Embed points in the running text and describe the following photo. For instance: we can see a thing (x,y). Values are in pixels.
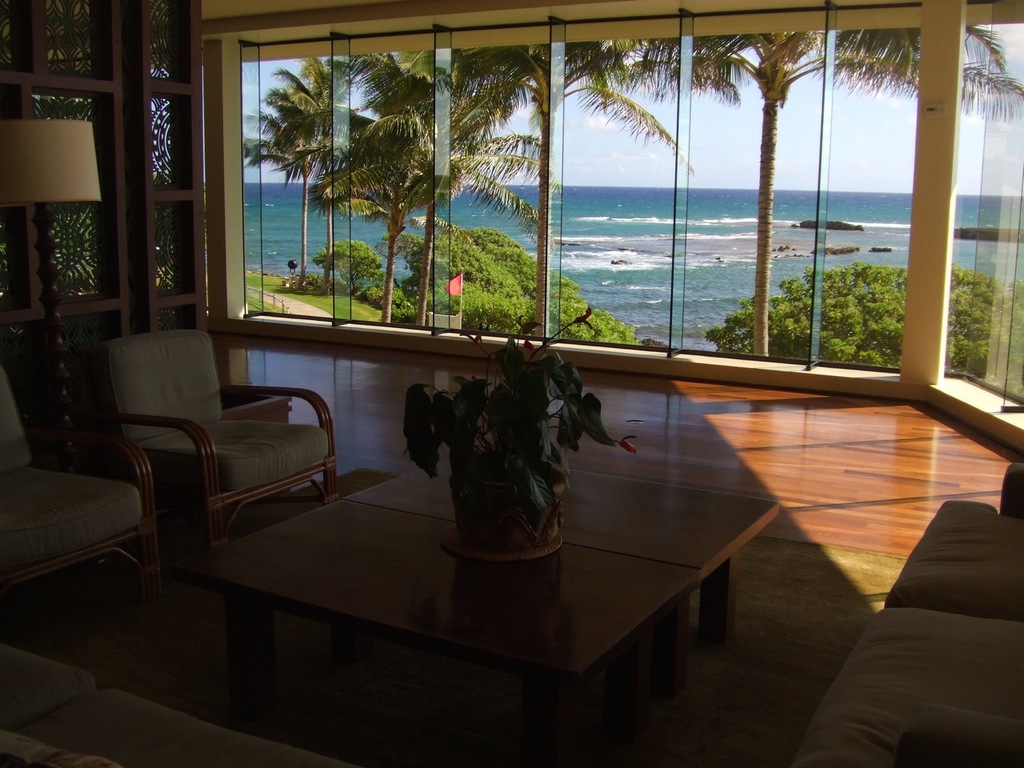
Here we can see that a chairs (54,499), and table (474,570) and flower vase (478,487) on it, and here is the lamp (84,177) on the floor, and here is the glass (437,156) and trees (493,137), and here is the water (643,207).
